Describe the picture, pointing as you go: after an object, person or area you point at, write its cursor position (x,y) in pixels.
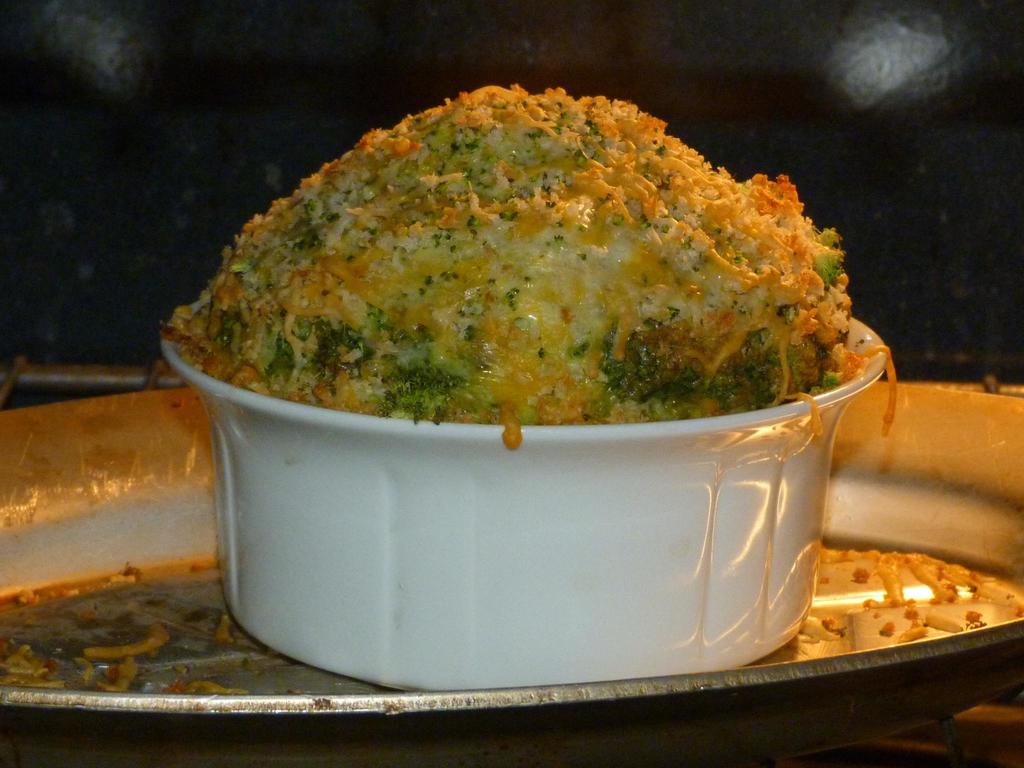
In this image we can see a food item (306,390) in the white color bowl (581,450) which is kept on the plate (15,611). The background of the image (917,255) is dark.
